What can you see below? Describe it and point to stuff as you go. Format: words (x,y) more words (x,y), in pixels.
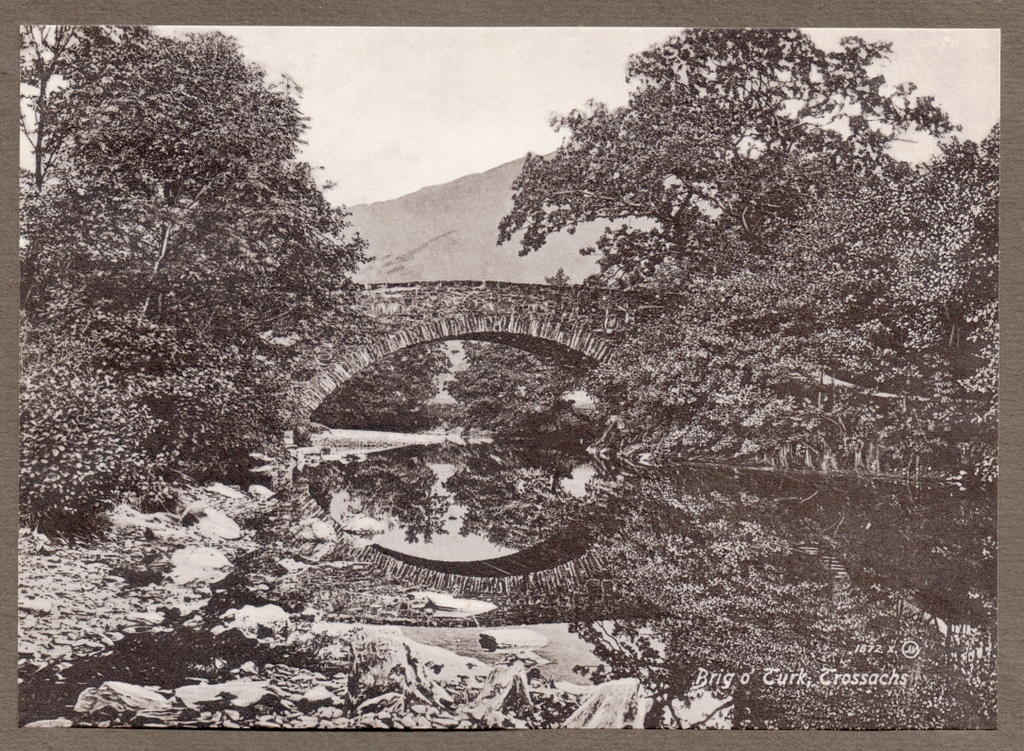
This is a black and white pic. At the bottom (581,665) we can see water (588,668) and on the left (320,262) and right side (710,340) we can see trees (729,340). In the background (481,334) there is a bridge (505,316), trees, mountain (499,276) and sky (316,79).
